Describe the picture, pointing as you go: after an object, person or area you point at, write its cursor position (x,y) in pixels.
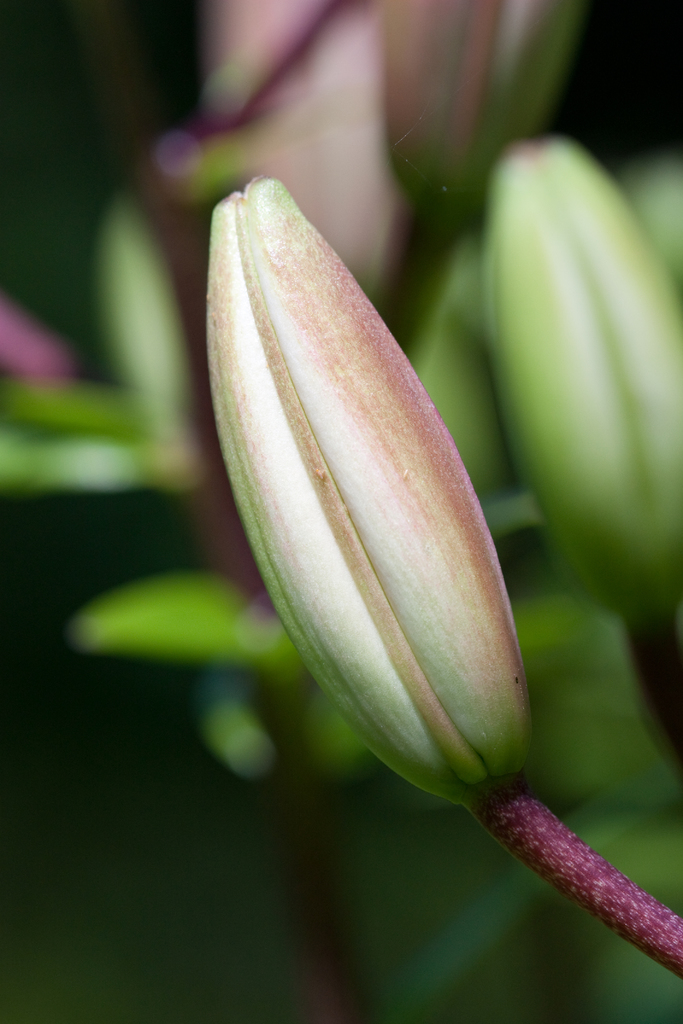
In the image i can see a flower (368,436) and the background (651,195) is blurry.
